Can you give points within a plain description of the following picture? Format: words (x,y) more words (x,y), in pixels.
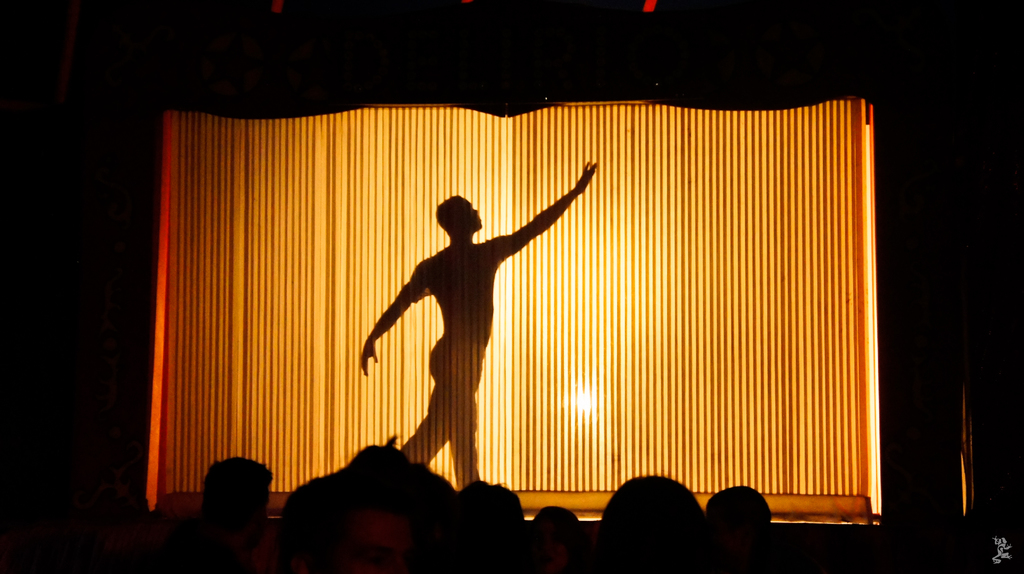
Here in the front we can see a curtain (855,100) present on the stage (158,497) over there and behind that curtain (515,337) we can see a person (490,314) dancing on the stage (444,413) and we can also see a light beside him and in the front (573,570) we can see people (740,488) sitting and watching his performance.
